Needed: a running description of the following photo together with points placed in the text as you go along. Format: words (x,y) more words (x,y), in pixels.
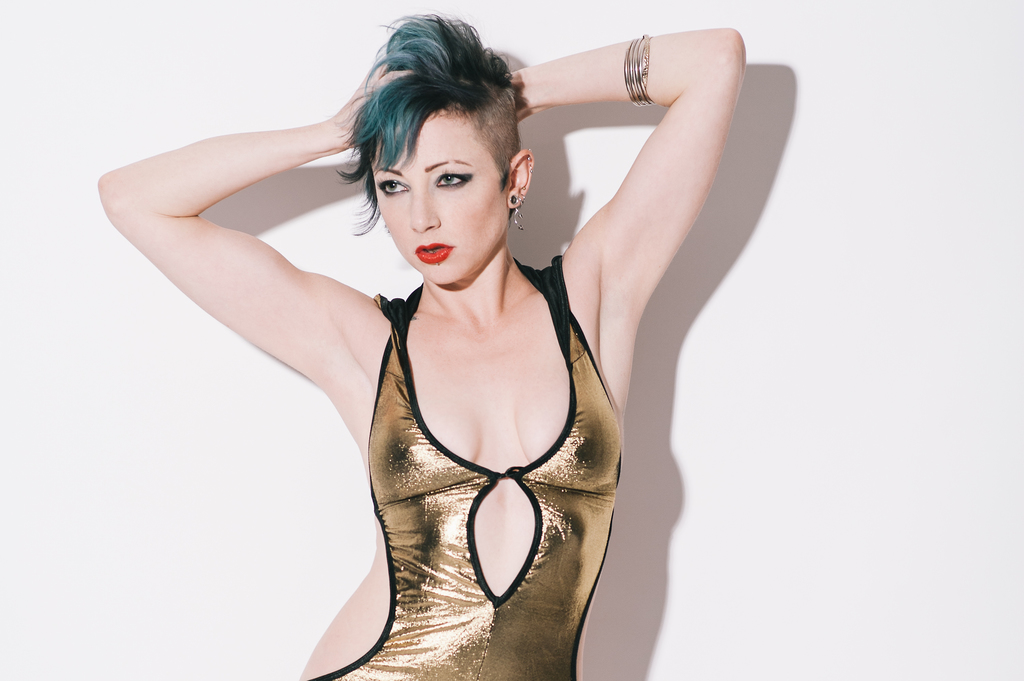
In this image I can see a woman (505,480) is standing in the front (625,343) and I can see she is wearing golden colour dress (552,473). In the background (719,219) I can see shadow (555,208) of her and the wall (581,30).
